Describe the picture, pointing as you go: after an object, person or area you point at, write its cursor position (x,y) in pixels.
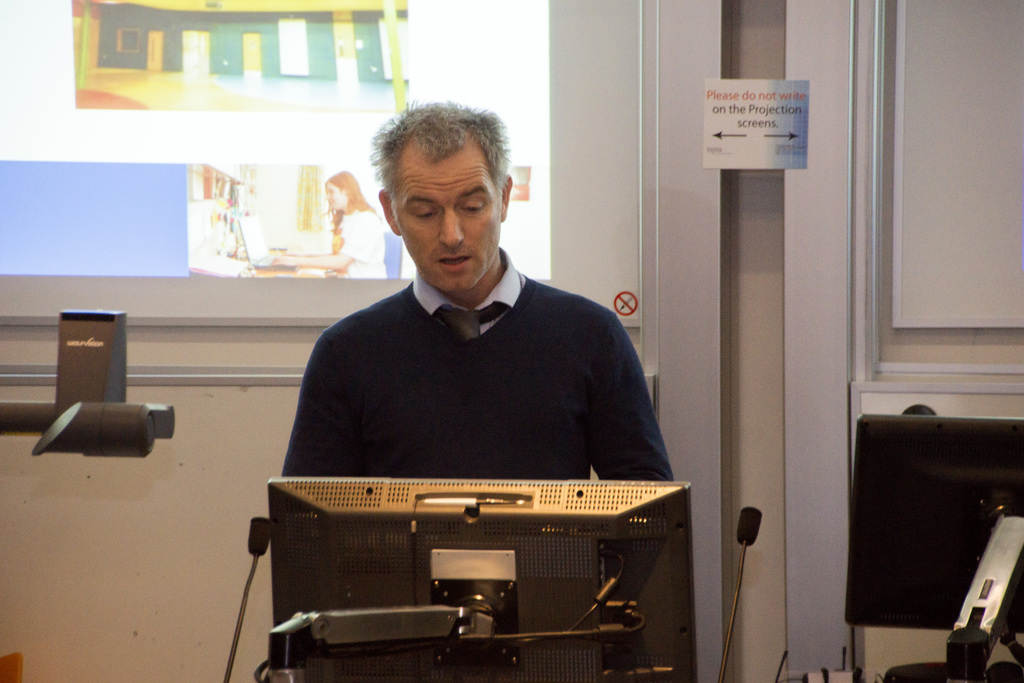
In this image there is a man (455,390) standing in the middle (429,427). In front of him there is a desktop (455,542) and a mic (252,572) beside it. In the background (233,137) there is a projection screen (259,157) in which we can see that there is a girl (355,234) sitting in the chair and working in the laptop (262,265). On the right side (906,507) there is a desktop (899,538) on the table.
